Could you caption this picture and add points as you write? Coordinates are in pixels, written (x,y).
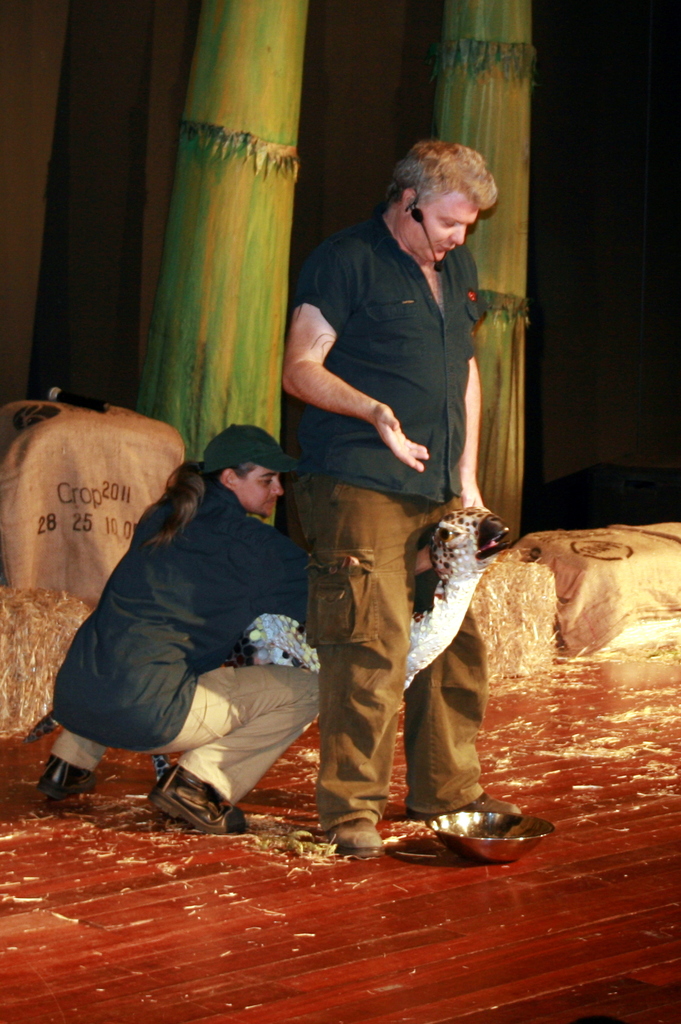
In the middle of this image (398,563), there is a person (394,597) standing on a wooden surface (288,900), on which there is a bowl (530,842). Between his legs (422,774), there is an animal (440,560). Behind this person (341,524), there is another person (189,608), squatting on the floor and holding this animal (266,644). In the background (20,417), there is grass (1,612), there are packets (566,544) and there are two pillars (485,2). And the background (665,70) is dark in color.
